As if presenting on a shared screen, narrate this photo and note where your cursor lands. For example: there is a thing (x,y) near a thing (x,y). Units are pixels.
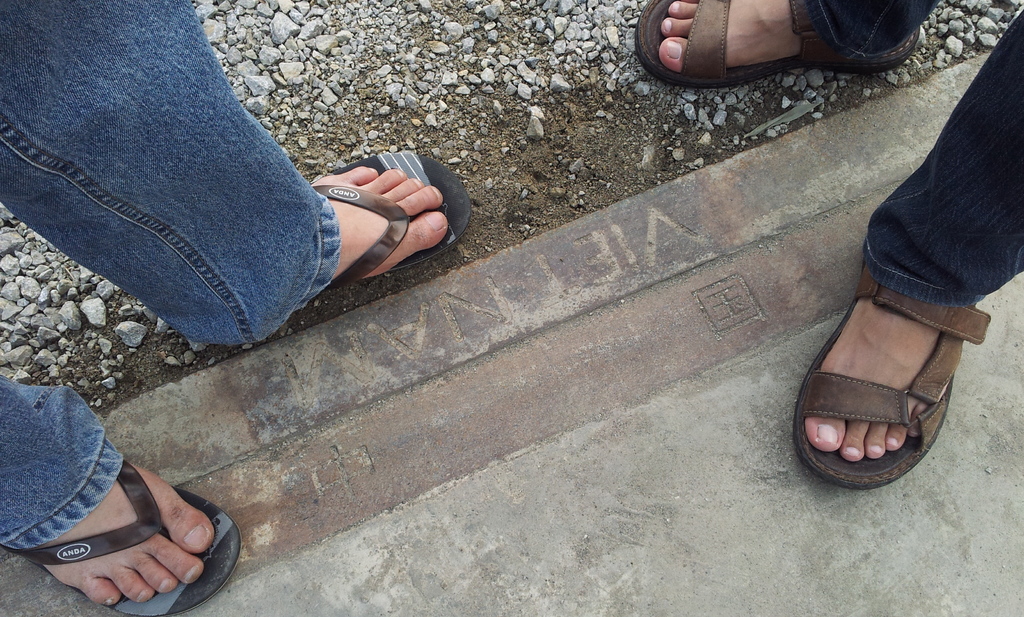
In this picture we can see there are two people legs (779,38) and stones (492,26) on the platform (485,329).
